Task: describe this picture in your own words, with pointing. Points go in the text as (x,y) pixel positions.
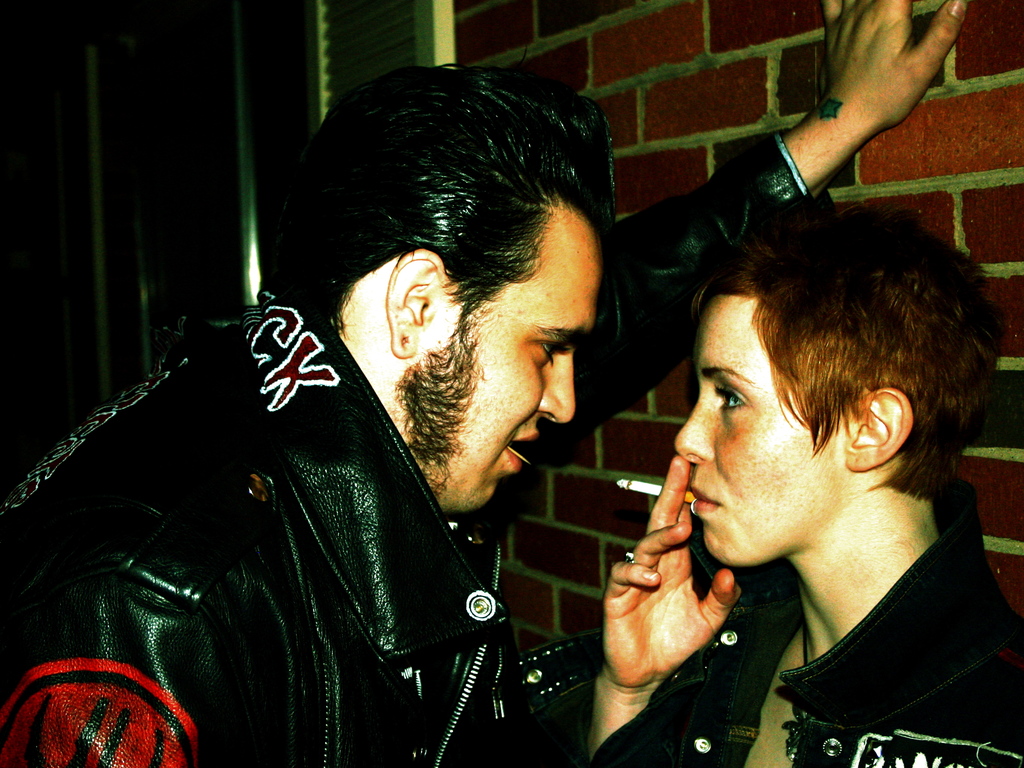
There is one man (287,535) standing and wearing a black color jacket (292,576) on the left side of this image (261,526) and there is one woman (781,540) standing and smoking a cigarette (688,497) on the right side of this image (745,563), and there is a wall (586,510) in the background (584,492).
